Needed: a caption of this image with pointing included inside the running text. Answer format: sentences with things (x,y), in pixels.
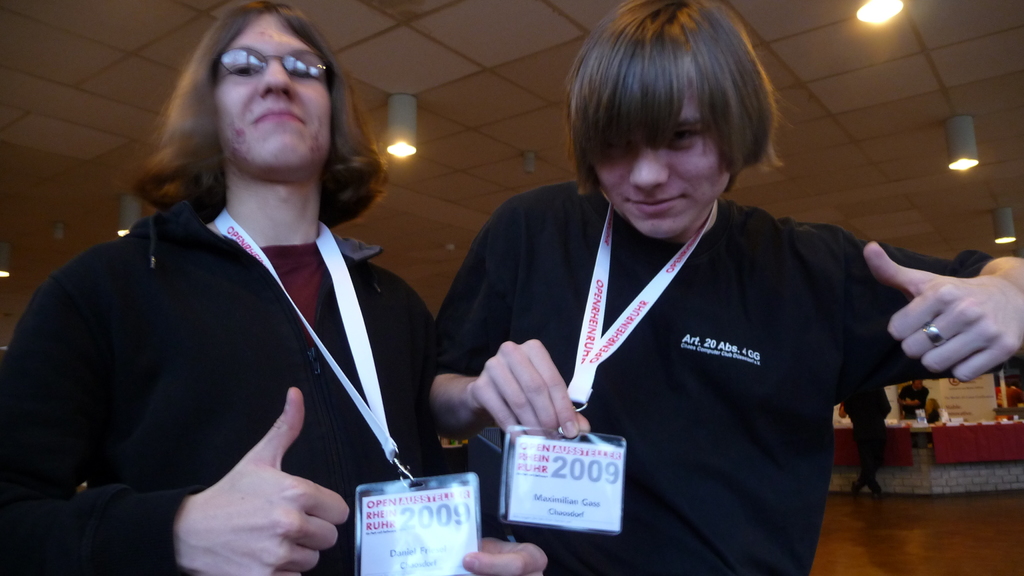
In this image I can see 2 people (579,314) standing in the front (579,314). They are wearing black t shirt (737,347) and id cards (606,467). There are lights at the top (956,117) and there are other people (883,447) at the back (870,473).
